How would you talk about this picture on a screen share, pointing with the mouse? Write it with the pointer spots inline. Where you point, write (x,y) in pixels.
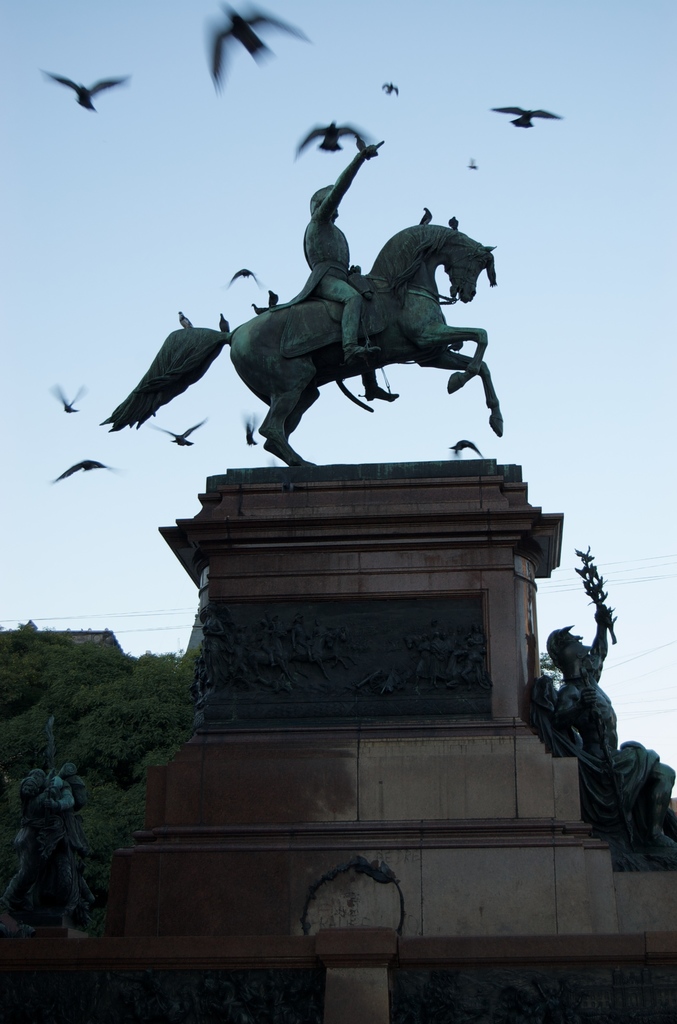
In this image we can see statues (395,263), pedestal (347,575), birds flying in the air (384,426), trees (74,666) and sky (499,458).
